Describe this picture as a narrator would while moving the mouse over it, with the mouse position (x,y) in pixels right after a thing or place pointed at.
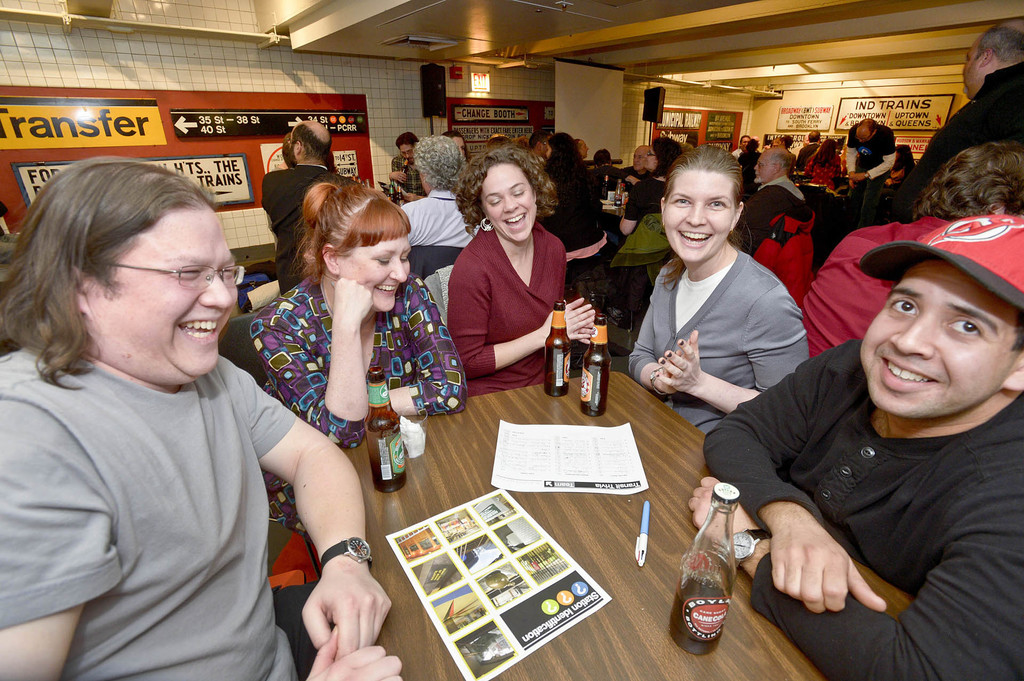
In this picture we can see a group of people (827,149) some are sitting and some are standing and in front of them we have table (496,422) and on table (620,616) we can see bottle (719,489), paper (510,514), pen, glass (422,434) with tissue (409,439) in it and in the background (256,60) we can see wall (372,77), speaker (435,80), light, banners (828,117).
